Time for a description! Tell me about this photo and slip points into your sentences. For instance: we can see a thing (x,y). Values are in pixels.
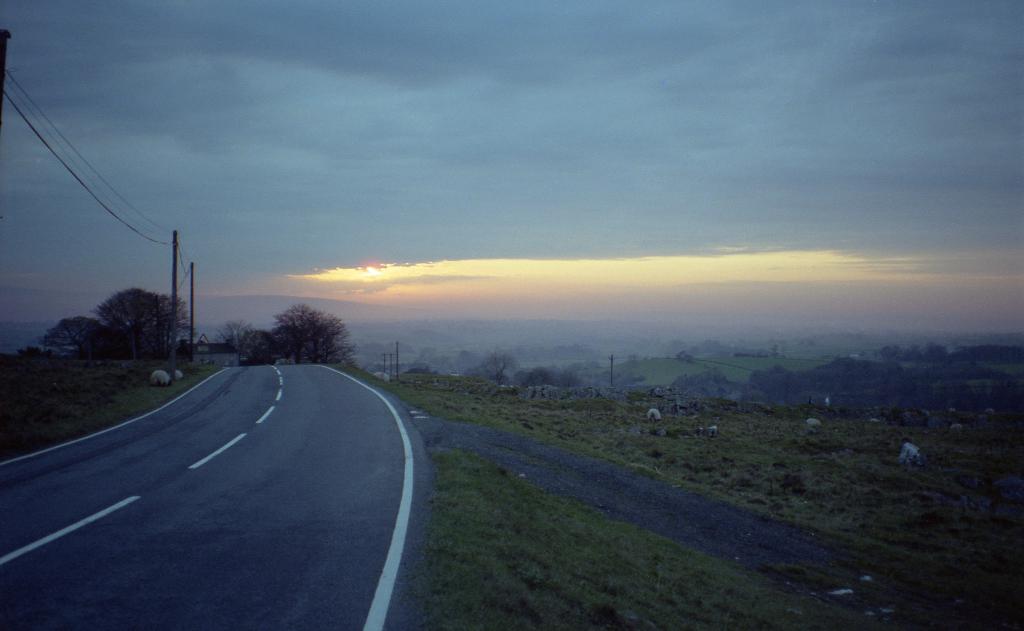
This image is taken outdoors. At the top of the image (222,119) there is the sky (555,284) with clouds (222,86) and sun (374,268). In the background (893,359) there are many trees (705,377) and plants (528,374) on the ground (416,334). There is a house (202,352). There are many poles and a few wires (84,179). At the bottom of the image (253,588) there is a road (308,566) and there is a ground (581,556) with grass (576,537) on it. On the left (106,427) and right sides of the image there is a ground (144,373) with grass (129,379) on it and there are a few things (901,452) on the ground (625,410).
